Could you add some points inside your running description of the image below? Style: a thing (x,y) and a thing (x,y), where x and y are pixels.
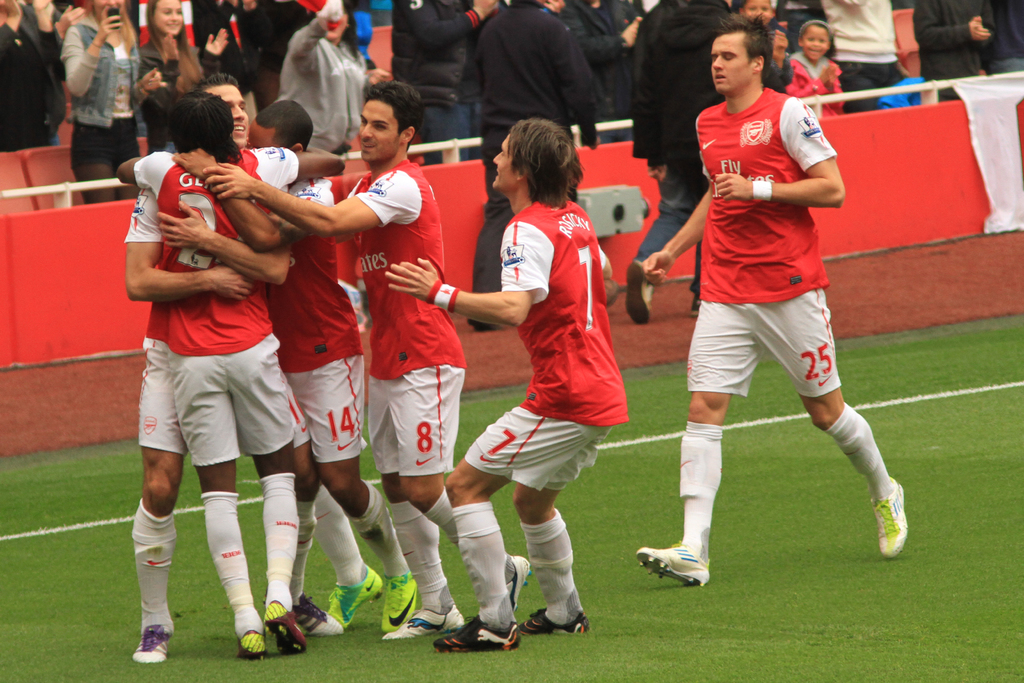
Here, there is green color grass (561,647) on the ground (233,679), there are some players (331,304) hugging each others, in the background (318,119) there are some people (492,28) standing and some people (87,32) are taking the pictures.
